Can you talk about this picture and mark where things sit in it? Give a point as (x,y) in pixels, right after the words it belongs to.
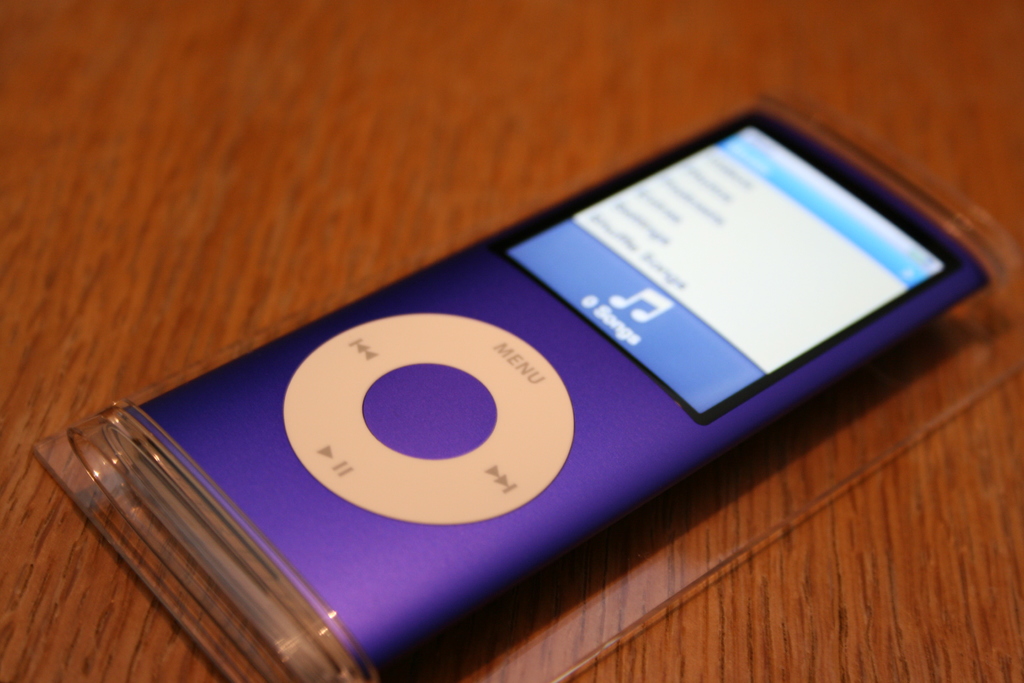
In the image there is an ipod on the wooden table (389,132).
